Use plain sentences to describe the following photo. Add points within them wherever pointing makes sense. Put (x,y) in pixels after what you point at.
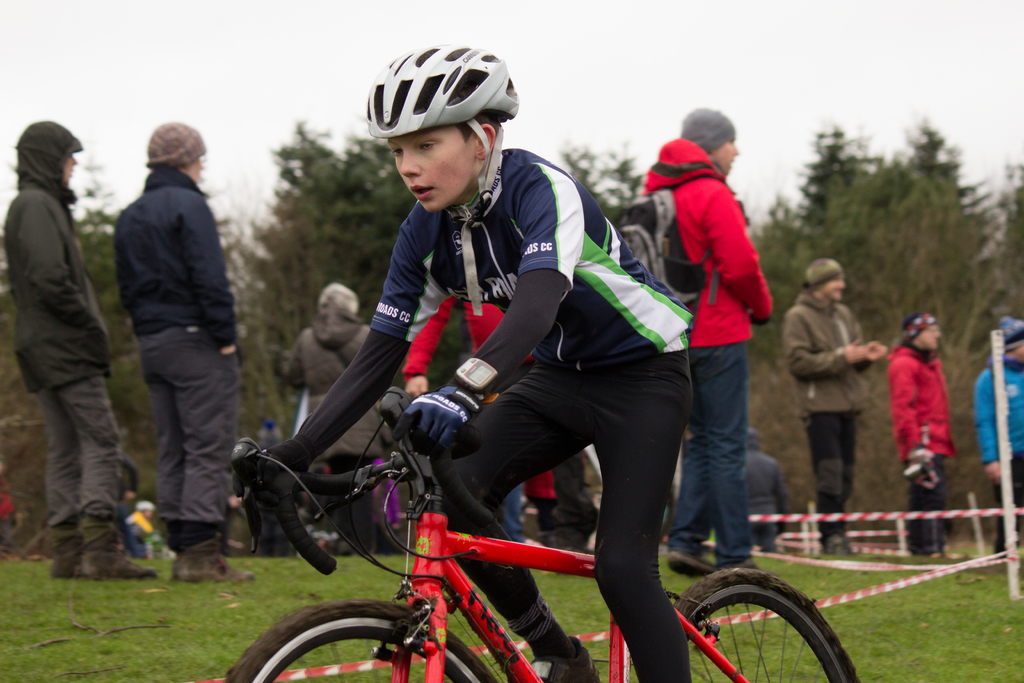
In this image we can see a person (572,657) and vehicle (569,563). In the background of the image (530,524) there are persons (720,253), poles (997,362), trees (877,378), grass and other objects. At the top of the image (56,45) there is the sky (65,69).
